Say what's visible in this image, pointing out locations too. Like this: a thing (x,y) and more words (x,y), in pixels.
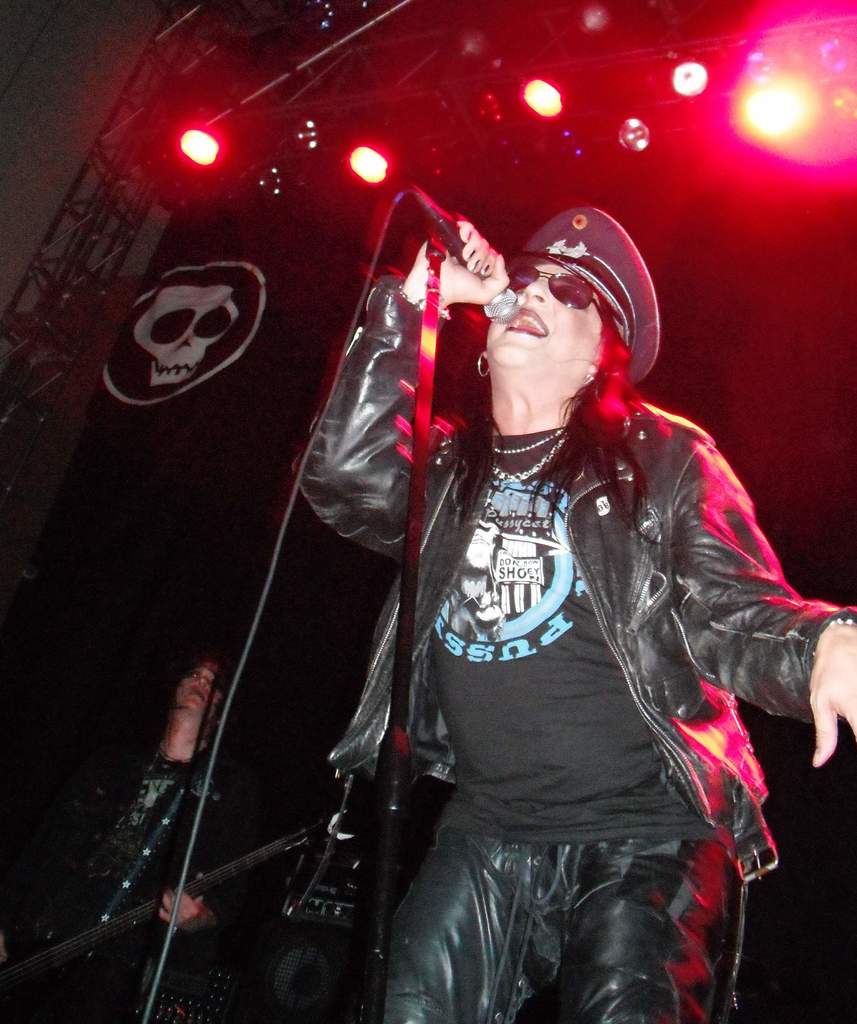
On top there are focusing lights (830,57). This woman (615,559) wore black jacket (634,510), cap (647,271) and singing in-front of mic (498,302). Far another person (187,808) is also playing a musical instruments (124,921). Backside of this person (188,949) there is a speaker (278,971), above the speaker (314,963) there is a device (320,882).
